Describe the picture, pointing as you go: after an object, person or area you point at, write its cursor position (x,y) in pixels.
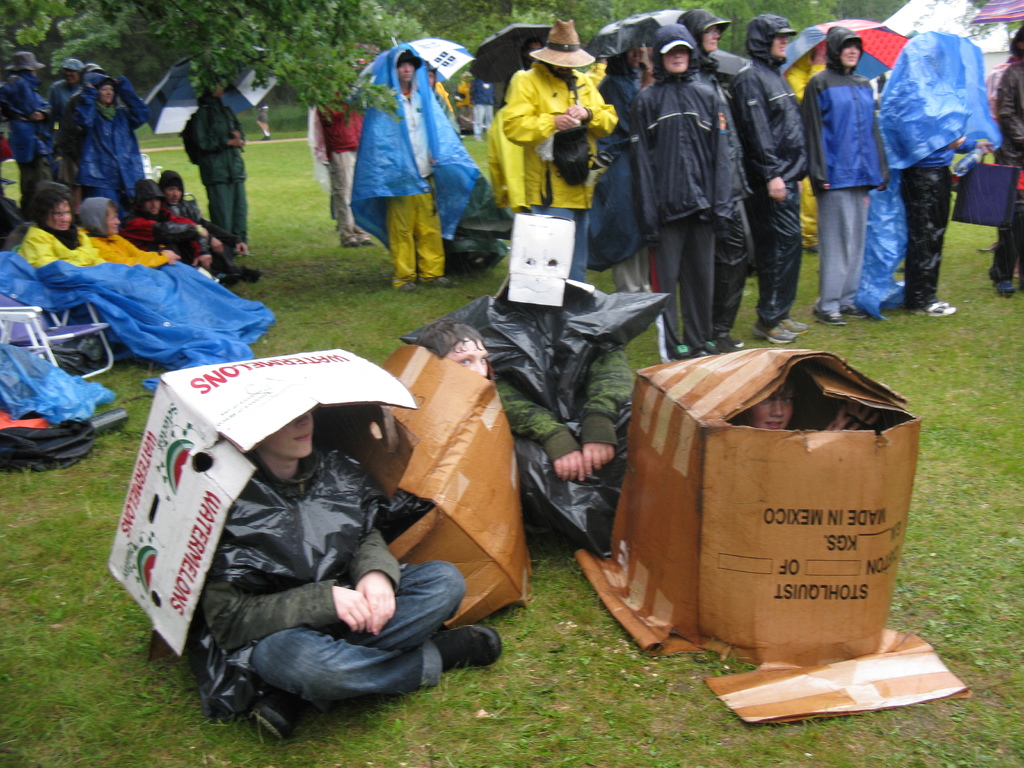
In this image we can see the group of people (598,155) standing. There are many trees (118,21) at the top most of the image (277,11). In this image few people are sitting. There is a grassy land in the image.
